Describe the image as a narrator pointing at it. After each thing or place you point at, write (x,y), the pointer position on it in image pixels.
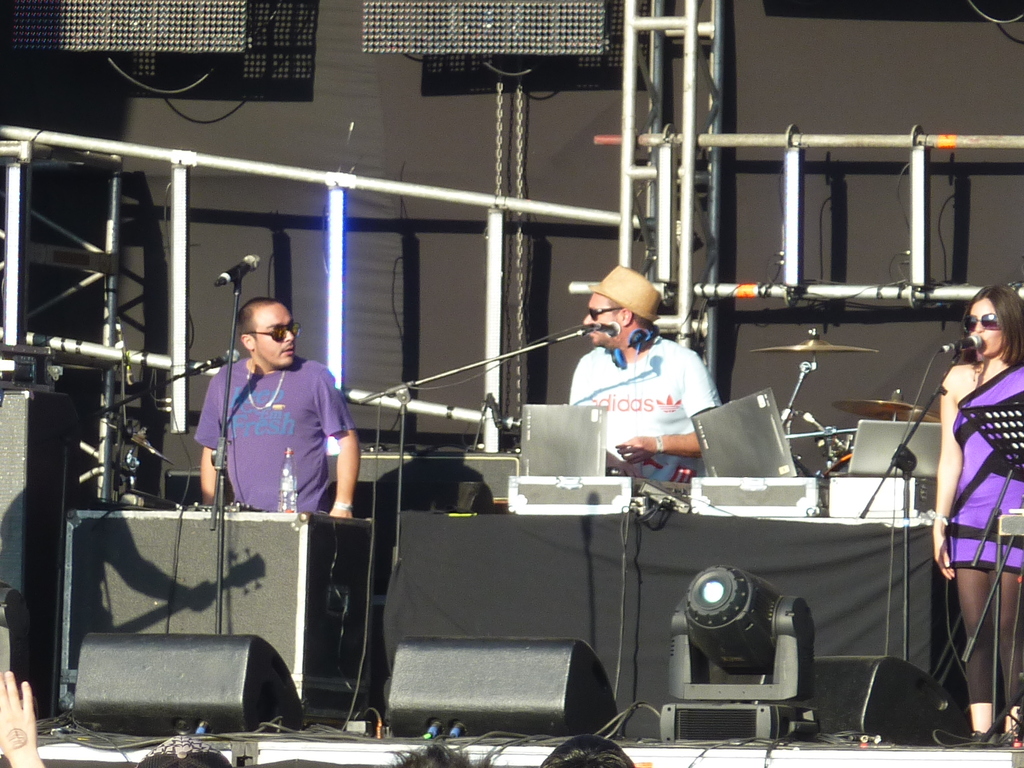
In this picture we can see group of people (702,412), few people (626,339) wore spectacles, in front of them we can see few boxes (833,484), speakers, lights (766,600) and microphones (239,359), in the background (714,156) we can find metal rods (623,178) and chains (516,127), at the bottom of the image (598,745) we can see few more people (564,759).
